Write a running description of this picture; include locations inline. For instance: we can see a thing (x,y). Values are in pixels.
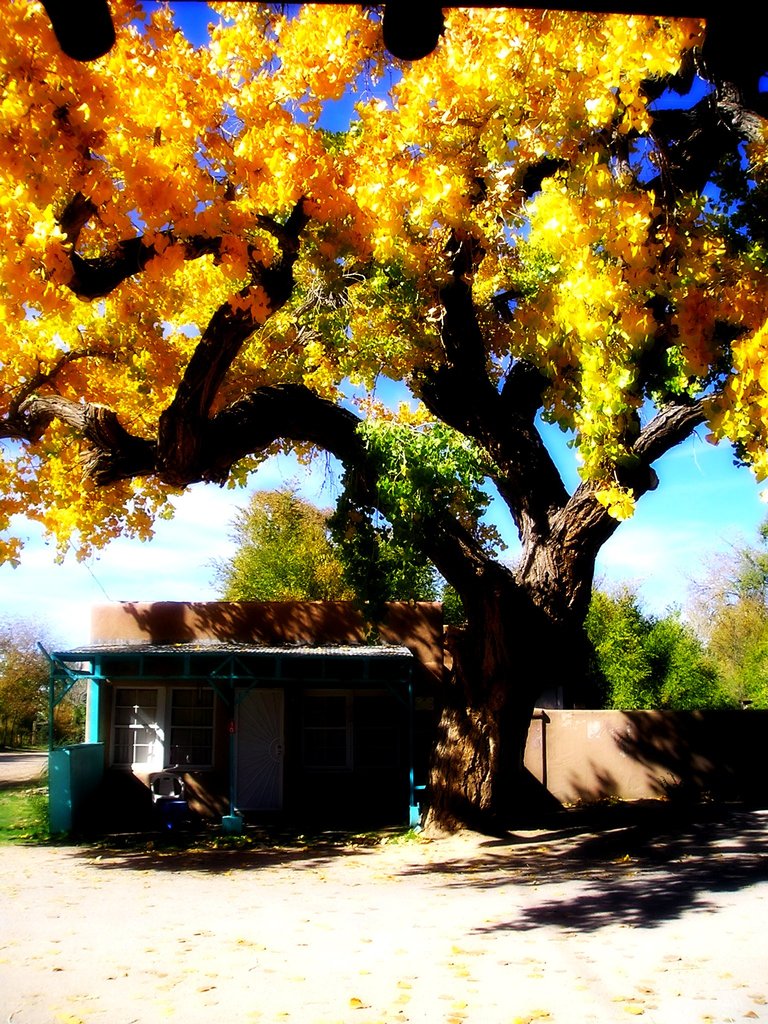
In this image I see the ground (337,928) and I see a house (259,749) over here and I see number of trees (251,44) and I see the grass (29,800) over here. In the background (196,582) I see the sky (37,551).
